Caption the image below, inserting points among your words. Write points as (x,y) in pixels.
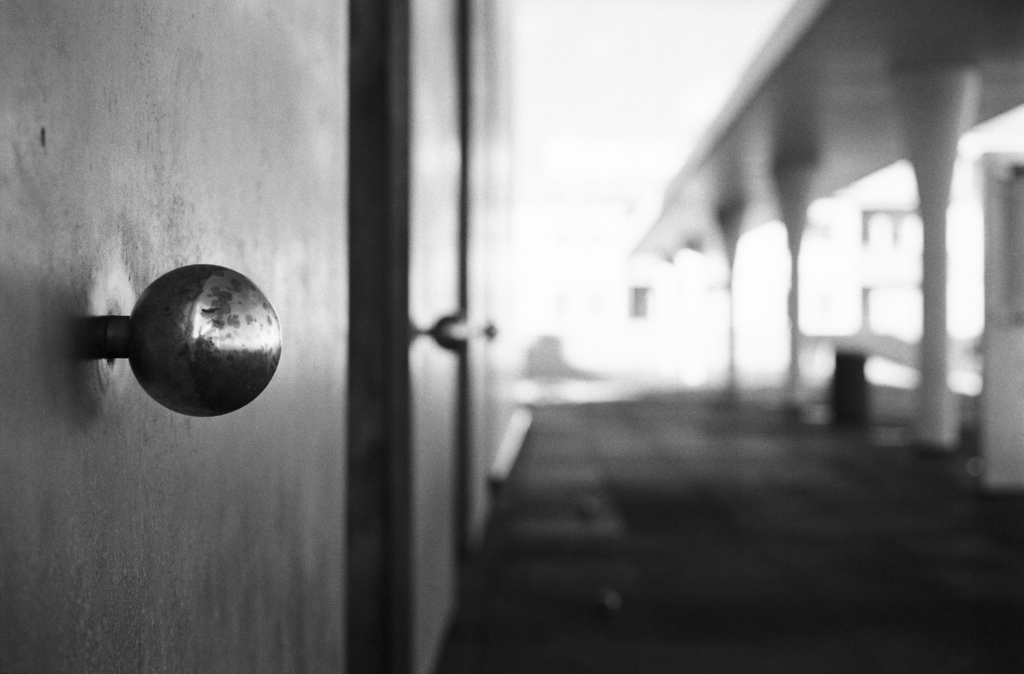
This is a black and white picture. I can see doors (232,429) with the door knobs (214,407), and there is blur background (683,36).
